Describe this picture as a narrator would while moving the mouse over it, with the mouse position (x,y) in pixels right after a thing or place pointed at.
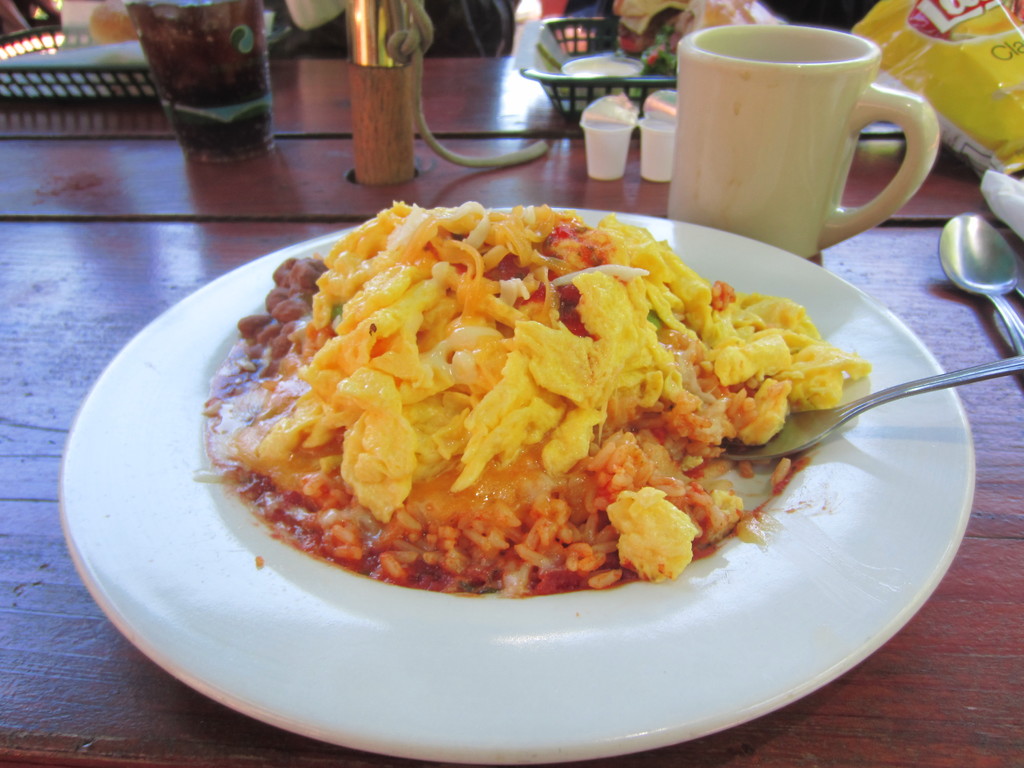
In this image, we can see food (304,339) on the plate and there are spoons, cup (724,160), some packets (946,81), a basket (541,80), a glass (218,107) with drink (196,90) and some other objects (668,143) on the table (556,144).
